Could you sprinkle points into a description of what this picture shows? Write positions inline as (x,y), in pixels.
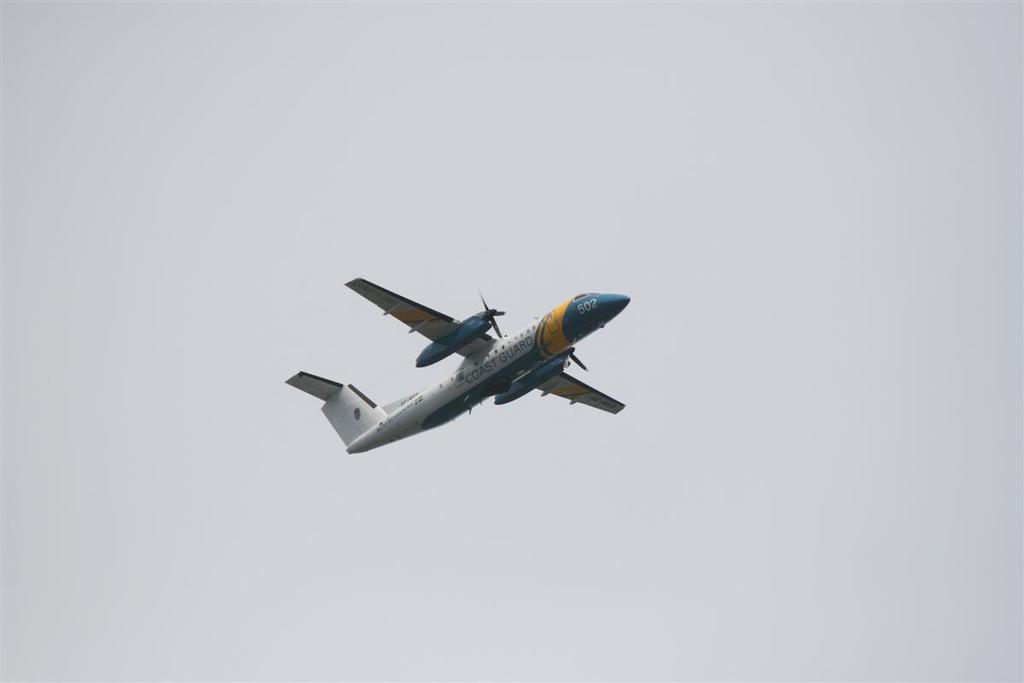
In the center of the picture (408,429) there is an airplane (540,369) flying in the air (262,416). In the background (369,384) it is sky (439,154).
